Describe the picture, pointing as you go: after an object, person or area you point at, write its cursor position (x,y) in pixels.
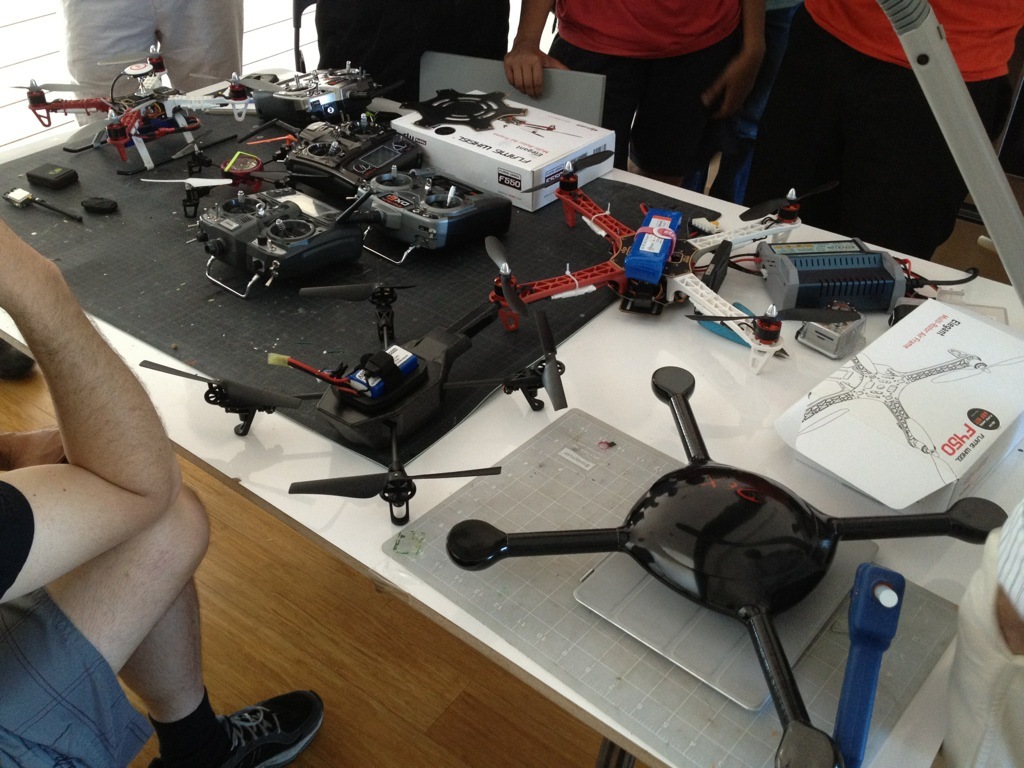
In this image in the center (518,267) there is one table (867,322), and on the table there are some drone cameras (492,304) and some boxes (547,170) and some other objects (214,227). And also there are some persons (609,74) standing and one person (102,593) is sitting, and at the bottom (337,622) there is a wooden floor (275,599). And in the background (44,32) there is a window (271,40).
